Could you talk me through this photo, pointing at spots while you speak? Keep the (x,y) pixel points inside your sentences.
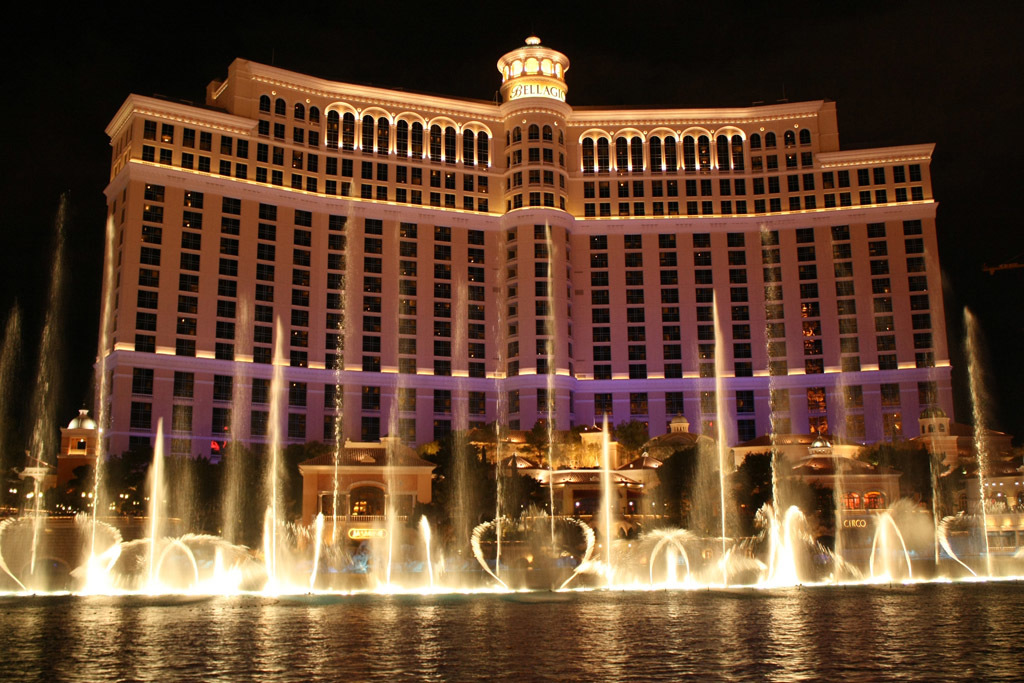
At the bottom of the picture (451,628), we see water (547,612). In the middle of the picture (403,430), we see the fountains (474,533). There are buildings (587,479) in the background (574,488). Behind that, we see a palace (541,394). In the background (790,86), it is black in color. This picture might be clicked in the dark.
